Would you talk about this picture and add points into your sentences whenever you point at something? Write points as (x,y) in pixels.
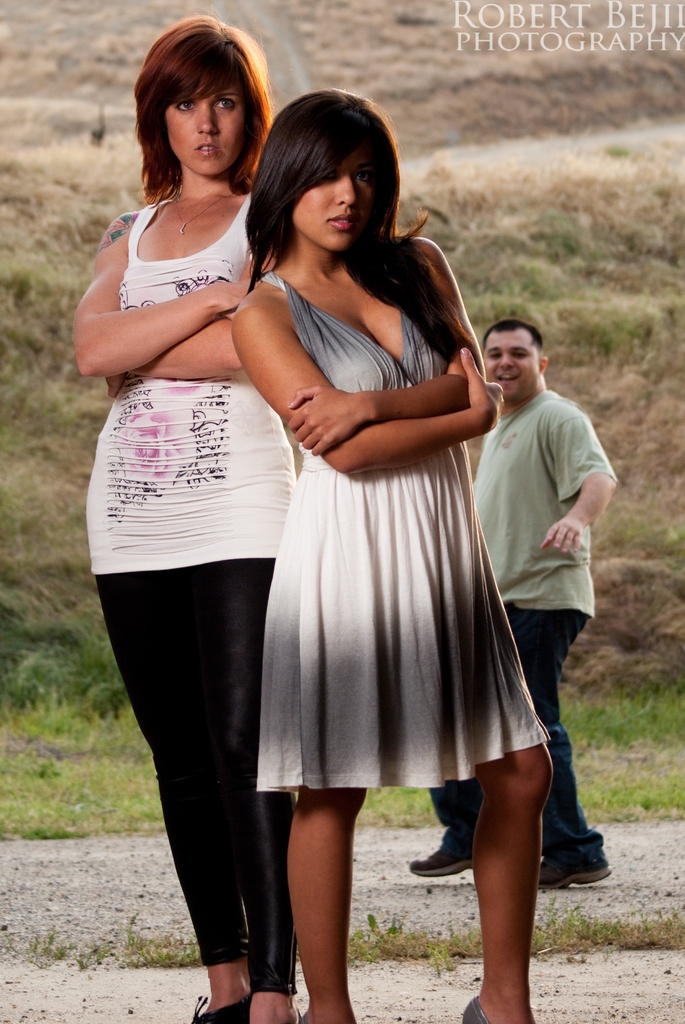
This is a poster (496,652). 2 women (257,729) are standing. A man (544,468) is present at the back (535,616). There is grass (72,684) behind him.
